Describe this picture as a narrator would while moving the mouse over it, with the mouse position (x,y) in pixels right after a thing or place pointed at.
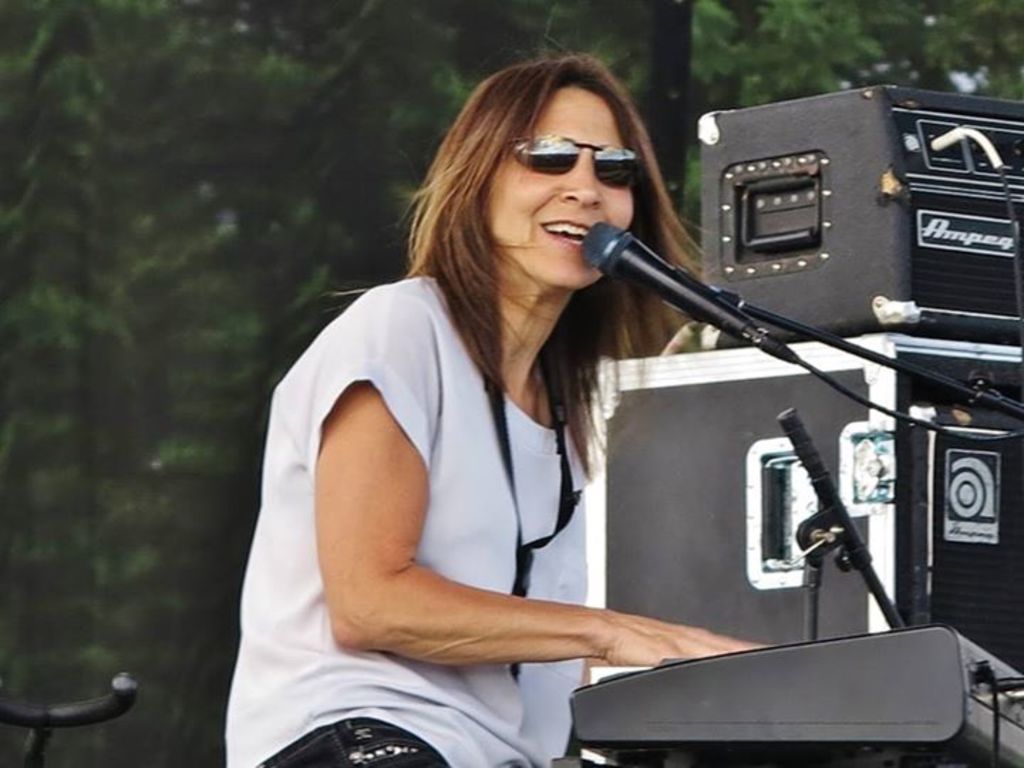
In this image we can see a woman (293,563) wearing white color T-shirt (464,525) black, color goggles (612,181) playing some musical instrument (829,712) and there is a microphone (632,271) in front of her and in the background of the image (710,468) there are some sound boxes (793,393), there are some trees (284,244).
